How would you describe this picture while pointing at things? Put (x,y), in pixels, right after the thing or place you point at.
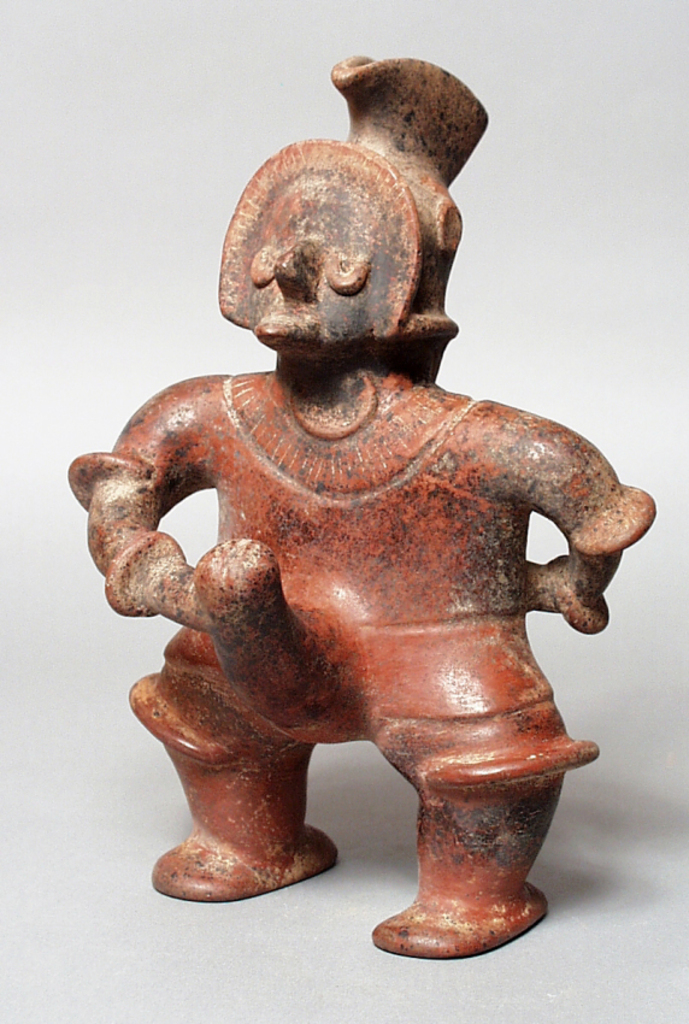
In this image there is one depiction (278,579) is present on the surface (319,877) and there is a background (174,142) in white color.
